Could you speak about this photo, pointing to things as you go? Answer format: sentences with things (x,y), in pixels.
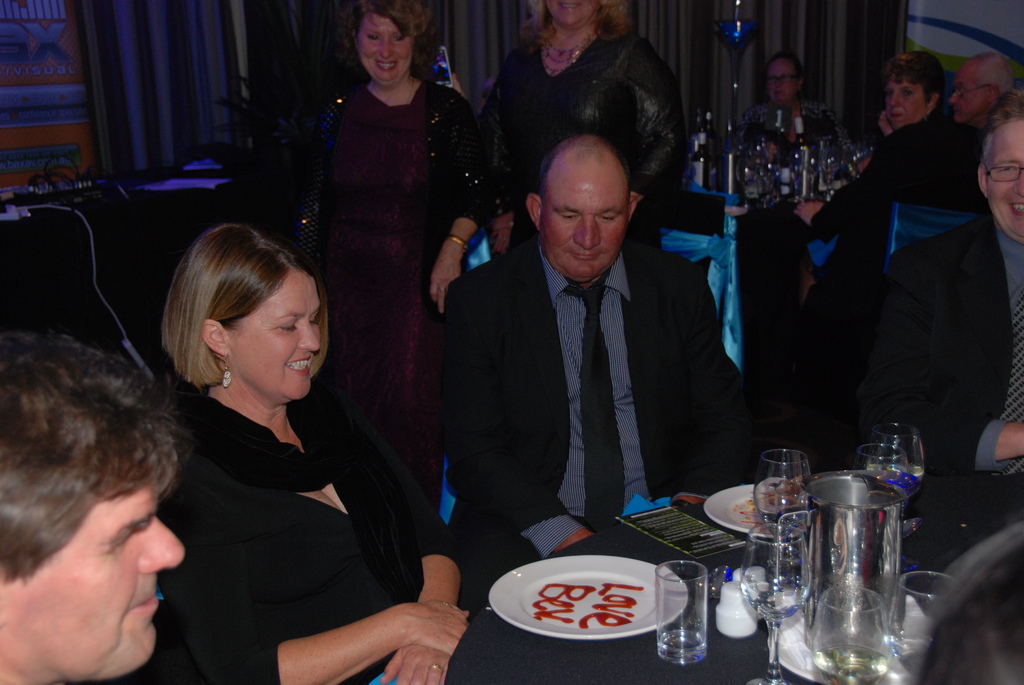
The picture is taken inside a room (480,411) where at the right corner of the picture (797,597) there is a table (588,662), plates (587,597) and glasses (901,641) on it and people (643,446) are sitting in front of the table (548,645). One woman (335,536) is wearing a black dress (323,552) and behind her there are another two women (535,137) are standing and behind them there are people (895,101) sitting on chairs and in front the table (790,205) there are wine bottles (707,149) and curtain (660,29) and plant (301,122) in the room (186,244).
